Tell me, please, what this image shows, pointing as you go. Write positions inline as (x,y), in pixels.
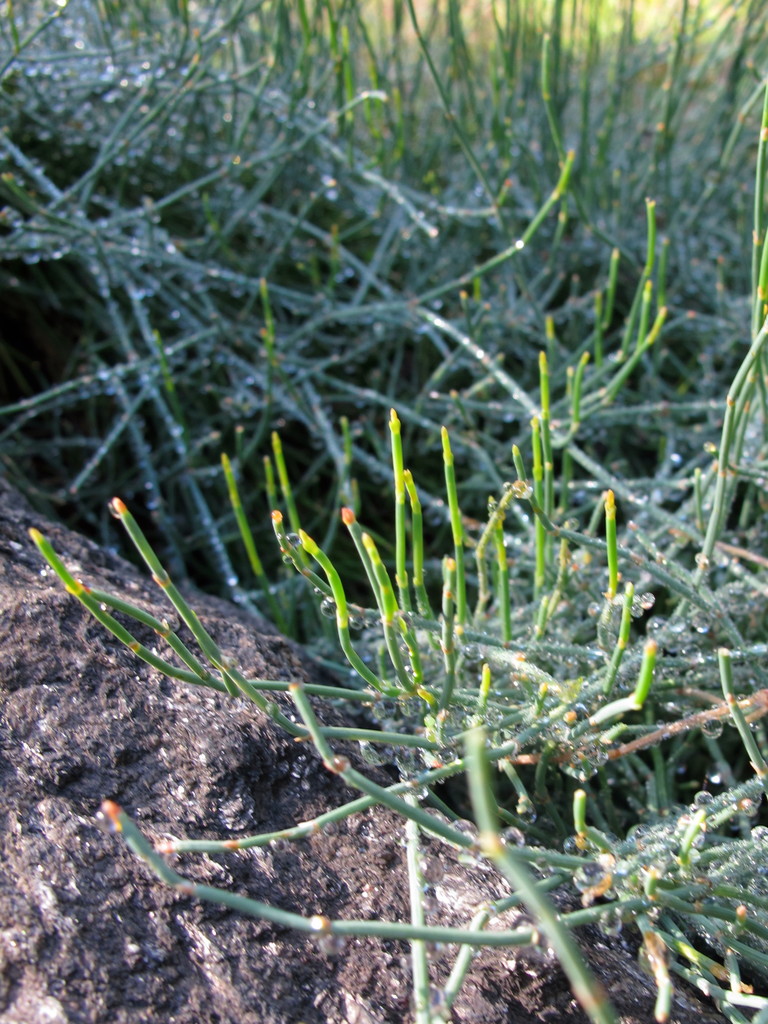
In this image in front (7,554) there is a rock (206,819) and there are plants (495,478).
